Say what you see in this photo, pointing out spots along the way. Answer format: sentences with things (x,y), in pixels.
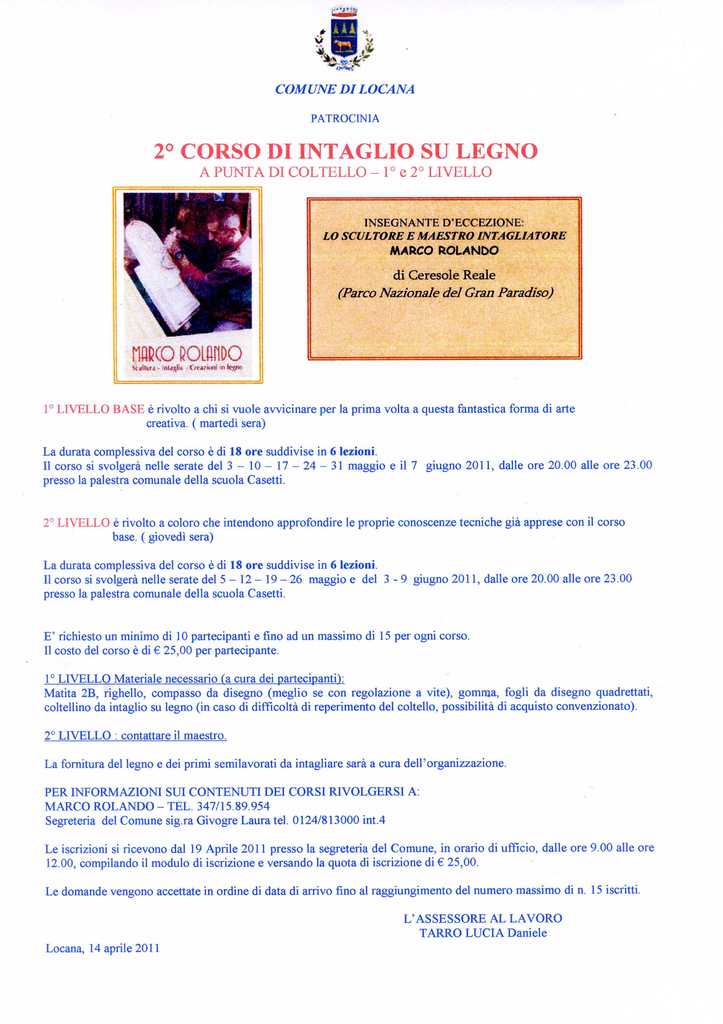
As we can see in the image there is a poster (367,517). On poster (480,530) there is a matter (360,146) written and a person image (222,249).
